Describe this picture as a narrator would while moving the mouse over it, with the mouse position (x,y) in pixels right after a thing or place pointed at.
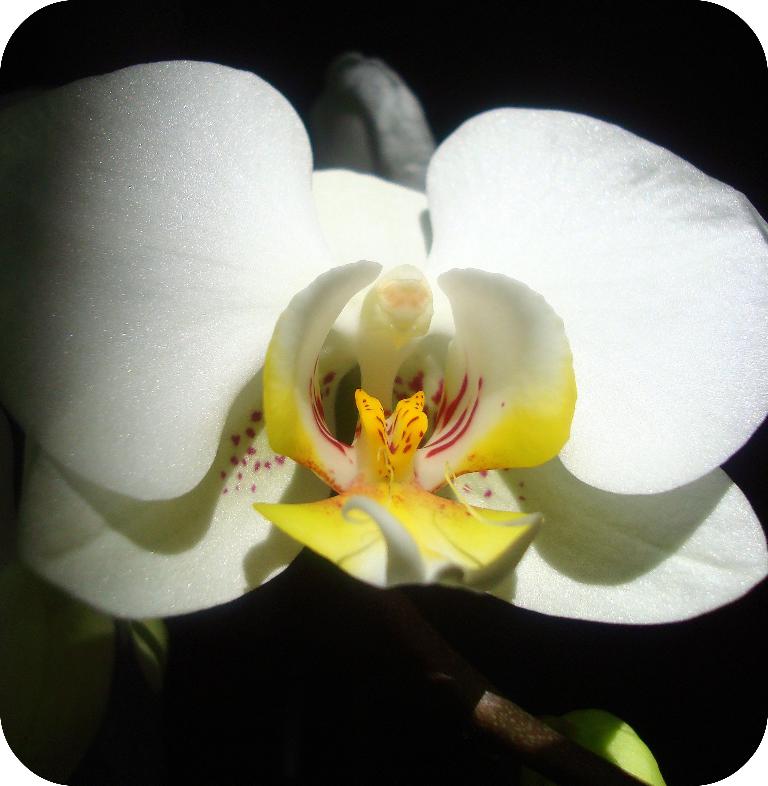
In this image I can see the flower (172,382) which is in white, yellow and red color. I can see the black background (261,36).
